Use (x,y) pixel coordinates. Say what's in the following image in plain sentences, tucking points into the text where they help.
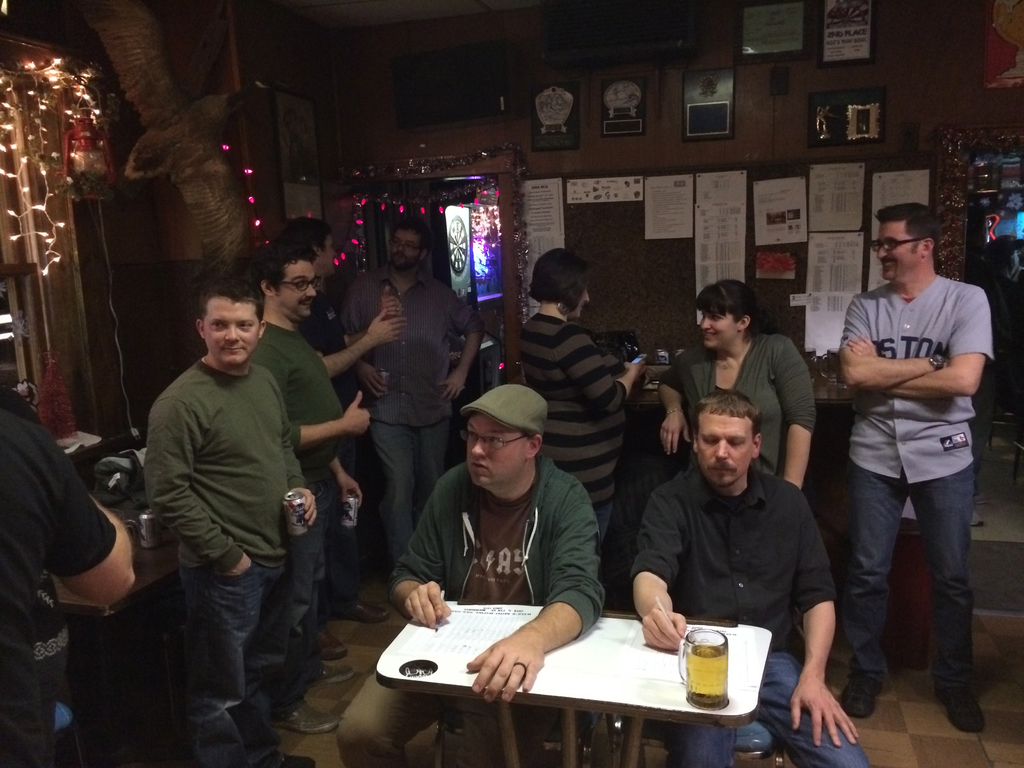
In the background (703,120) we can see the frames (574,98), paper notes (652,227) on the wall (782,127). In this picture we can see the room (255,124) is decorated with the lights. We can see the people (353,341) standing and few are sitting. We can see the men (751,468) sitting and on a table (743,700) we can see the drink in the jar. We can see they both are holding the pens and writing something on the papers (738,659). In this picture we can see few objects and at the bottom portion of the picture (898,732) we can see the floor (1018,519).
